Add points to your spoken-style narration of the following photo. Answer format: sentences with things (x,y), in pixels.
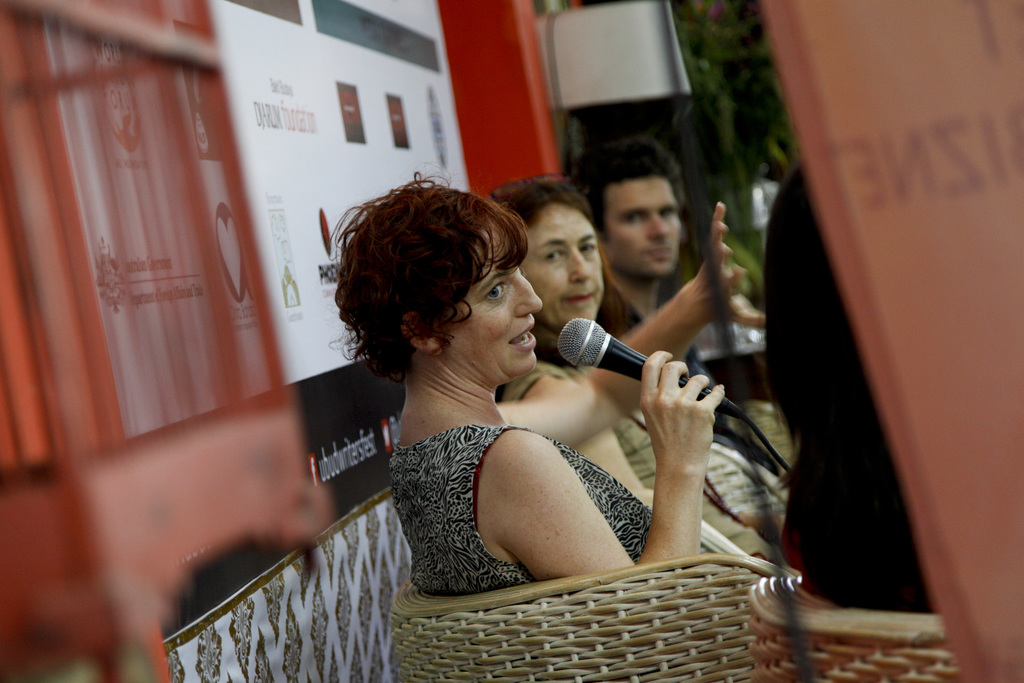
This picture describes about group of people (523,326), in the middle of the image (484,351) a woman (402,342) is speaking with the help of microphone (623,345), and they are all seated on the chair (551,608).
